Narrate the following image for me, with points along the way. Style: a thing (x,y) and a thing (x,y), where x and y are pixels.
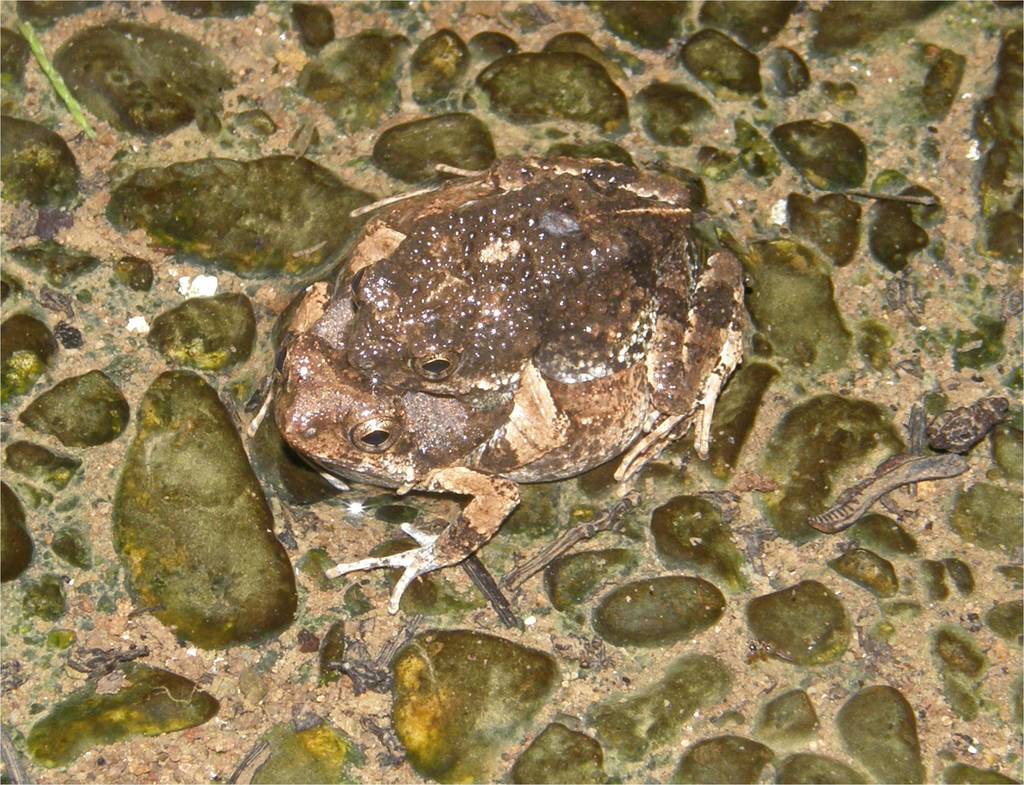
In the center of the image (583,283) there is a frog (490,185) on the surface (401,123).
